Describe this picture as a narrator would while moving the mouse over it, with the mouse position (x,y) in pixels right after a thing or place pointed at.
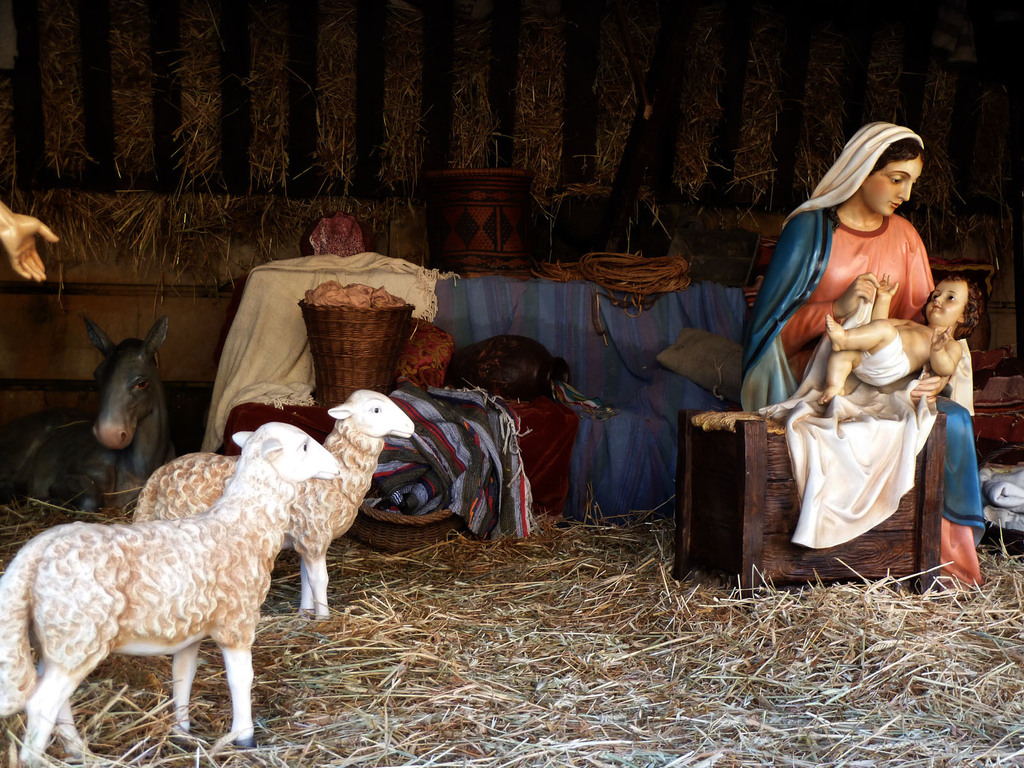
In this picture we can see grass (540,645) at the bottom (466,660), on the right side (807,437) and left side (265,561) there are statues (275,553), there is a rope (639,275), a basket (388,333) and clothes (394,277) in the background (437,318), there is something present in the basket (396,320).
